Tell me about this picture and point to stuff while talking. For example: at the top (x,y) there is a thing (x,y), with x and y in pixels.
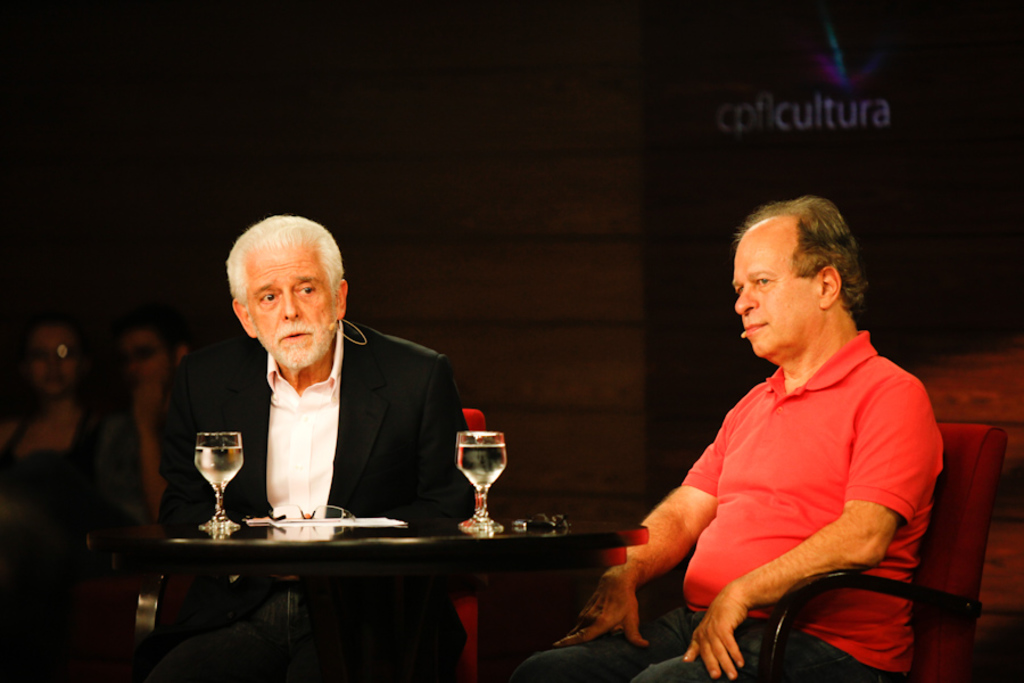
In this image i can see two men (771,452) sitting on a chair (814,577), there are two glasses (463,444) on the table (358,561), at the back ground (202,237) there are two persons (154,399) sitting and there is a wall (215,158).
